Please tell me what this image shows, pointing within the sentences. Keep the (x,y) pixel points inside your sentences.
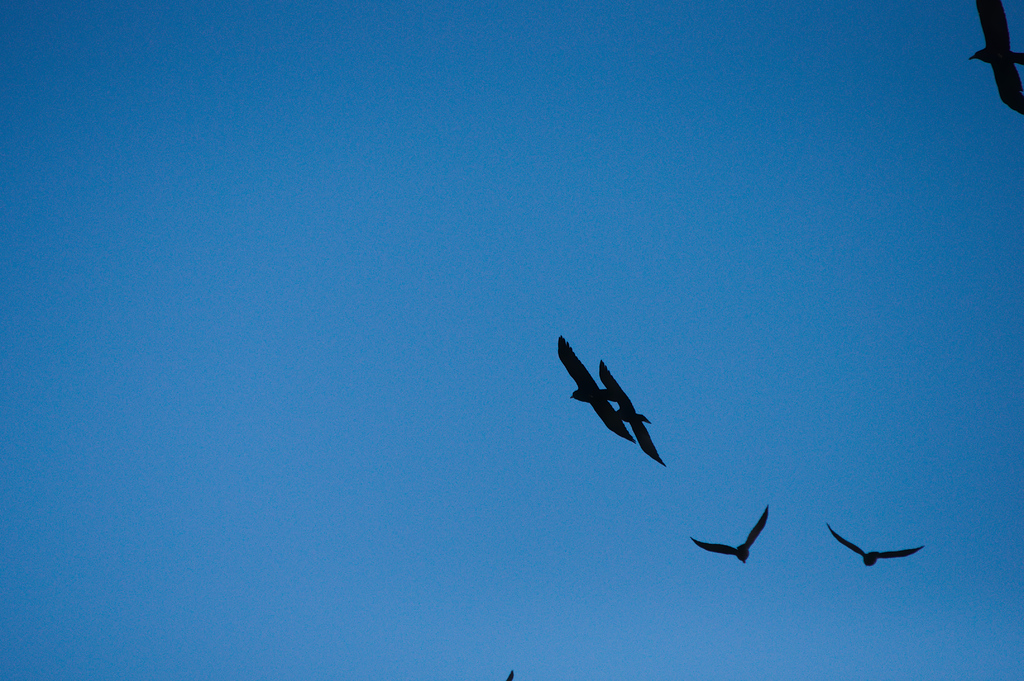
In this picture we can see there are some birds (646,448) flying in the sky (771,425).
